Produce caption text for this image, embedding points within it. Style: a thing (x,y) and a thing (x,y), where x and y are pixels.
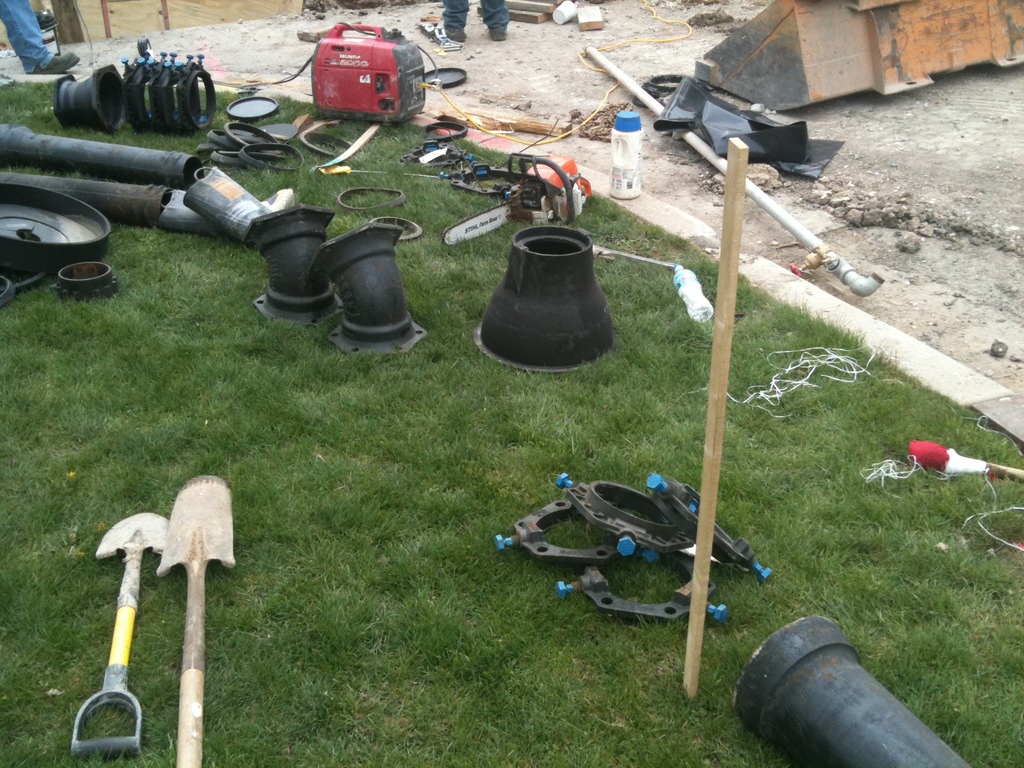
In this image I see the green grass (694,766), a wooden stick (705,474) and I see number of black color things (394,287) and I see the tools (440,33) over here and I see an electronic equipment (327,75) over here and I see 2 persons legs (447,18) and I see few stones (852,196) and I see a pipe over here.
